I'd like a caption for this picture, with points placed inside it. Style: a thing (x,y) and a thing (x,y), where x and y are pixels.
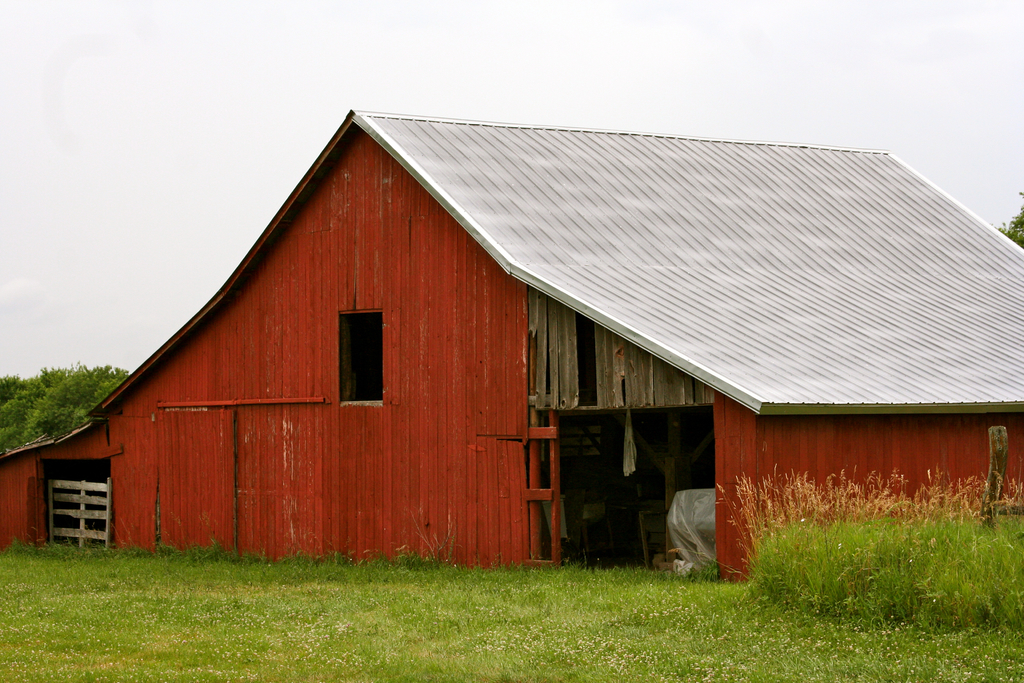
At the bottom of the picture (474,600), we see grass (499,625). In the middle of the picture (439,362), we see a barn (381,403) in red color with a grey color roof (680,268). We see a plastic cover (684,527). On the left side (92,479), we see a wooden window (87,516). There are trees (81,417) in the background (81,388). At the top of the picture (263,101), we see the sky (553,68).
